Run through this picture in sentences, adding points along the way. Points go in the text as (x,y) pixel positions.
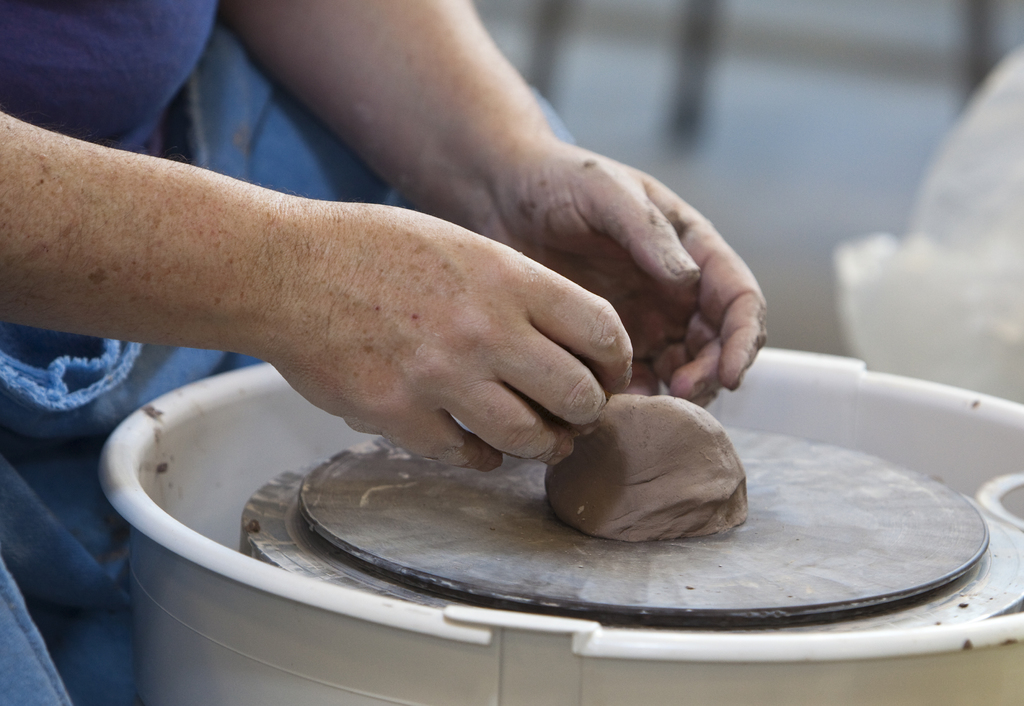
In this image we can see mud (630,488) placed on the pottery wheel (588,604). On the left (268,307) we can see a person (230,323).
